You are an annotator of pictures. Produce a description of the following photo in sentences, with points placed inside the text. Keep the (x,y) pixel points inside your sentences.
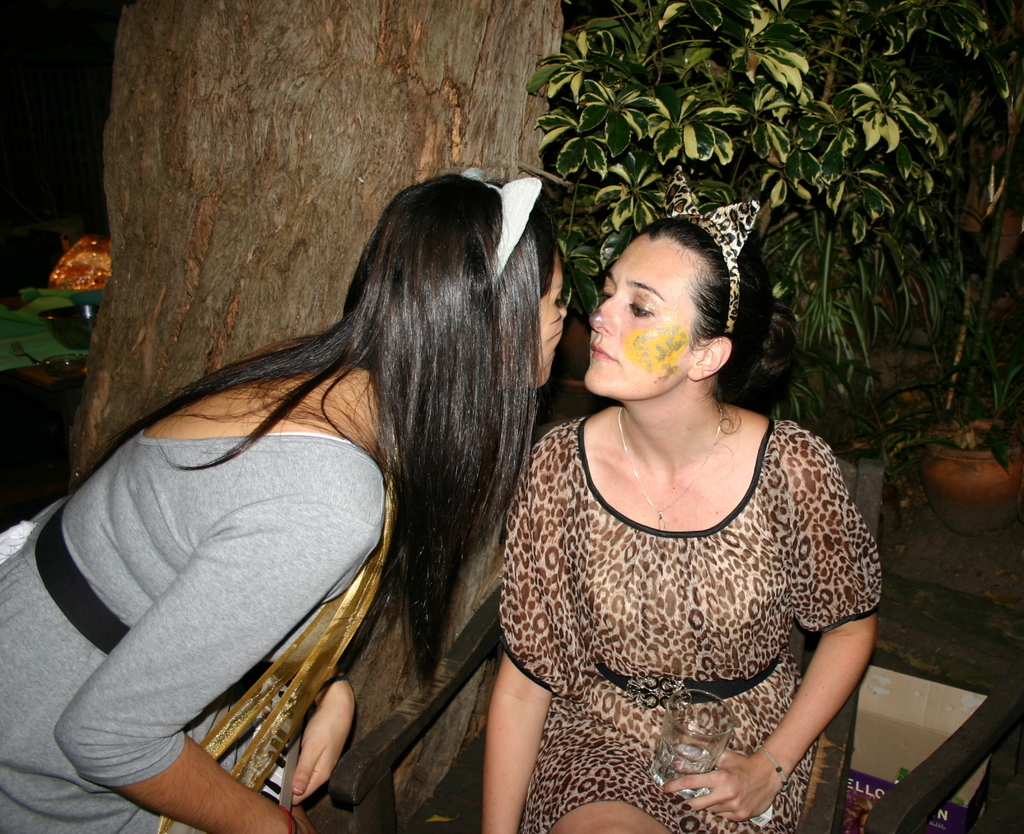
In the front of the image (592,584) there are two people (226,666), chairs (983,748), cardboard (877,666) and objects (247,696). Two people (386,473) are holding objects (279,687). In the background of the image (967,487) there are leaves (821,163), plant pot (965,454), branch (143,321) and objects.
